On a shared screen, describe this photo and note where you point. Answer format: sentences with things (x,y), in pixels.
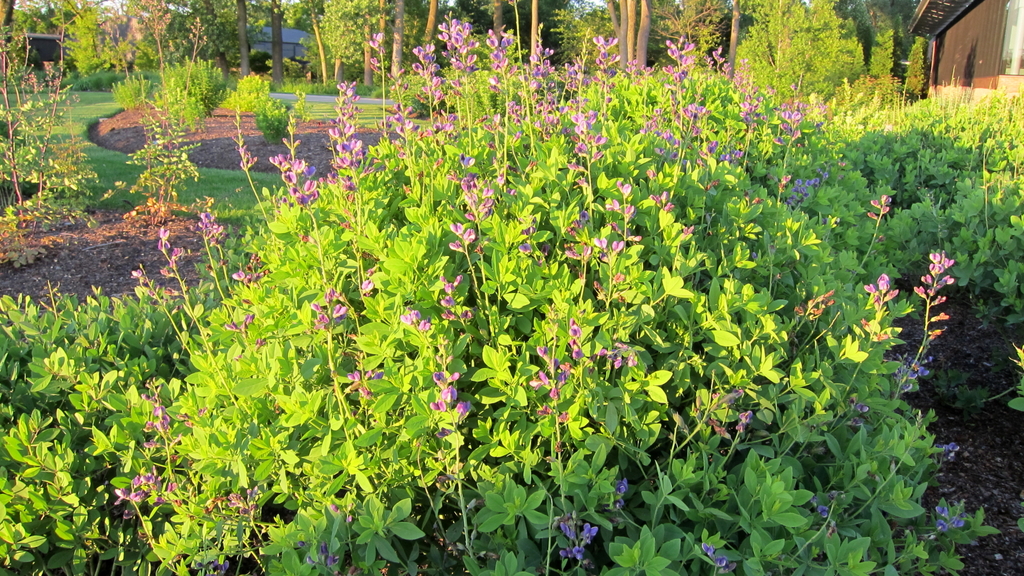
At the bottom of the picture (617,409), we see the plants (430,248) which are flowering and these flowers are in purple color. Behind that, we see a brown color building (931,63). There are trees (352,57) in the background (197,63) and this picture is clicked in the garden (392,260).
